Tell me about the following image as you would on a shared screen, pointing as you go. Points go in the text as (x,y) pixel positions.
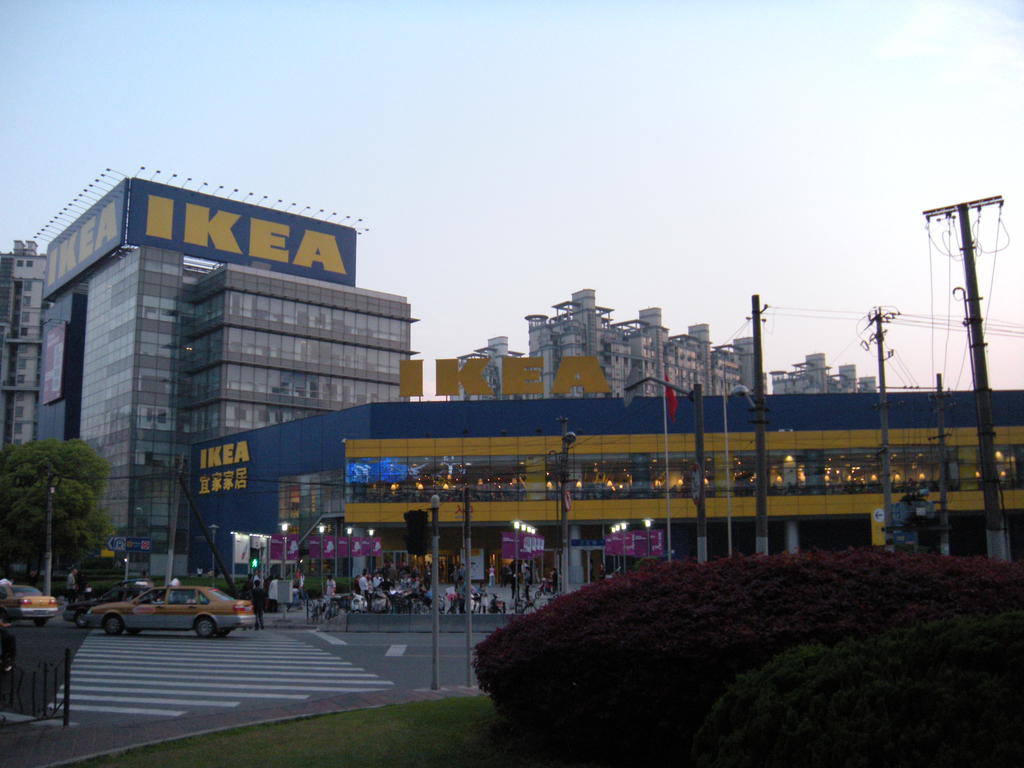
In this image we can see the glass building (256,378). And we can see the windows (651,495). And we can see the street lights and electric poles (945,511). And we can see the flag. And we can see the vehicles (214,624) on the road (57,620). And we can see the plants (596,668) and trees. And we can see the clouds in the sky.
